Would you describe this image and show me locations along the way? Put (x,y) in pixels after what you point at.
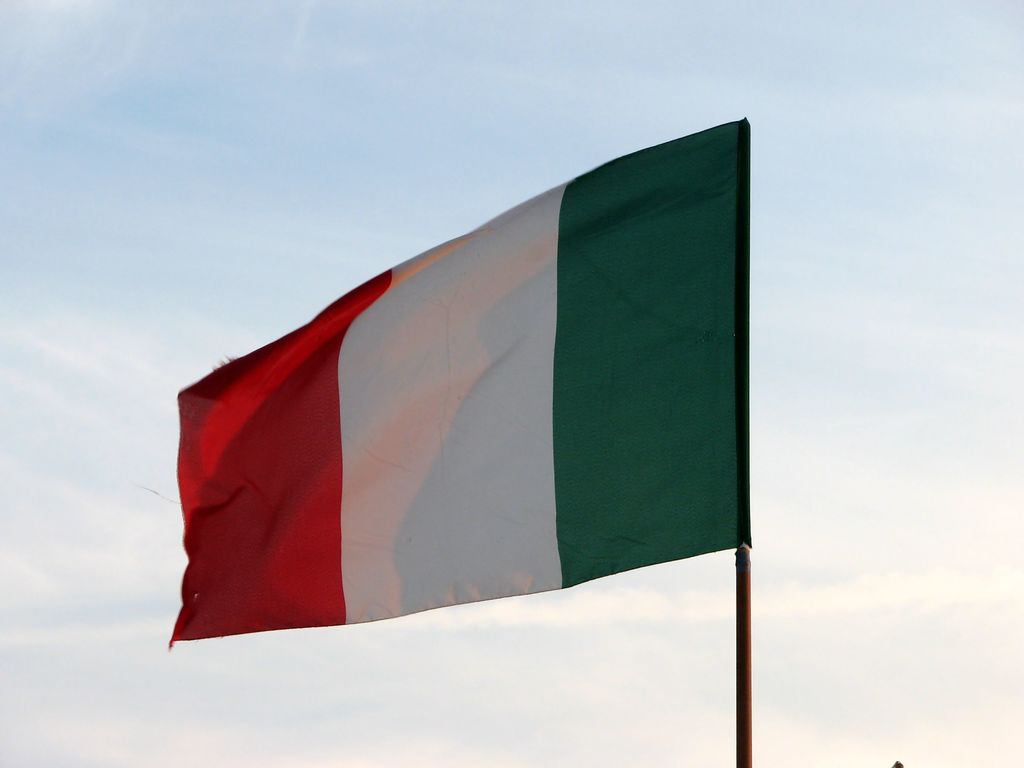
In this picture I can see the flag (518,441). I can see clouds (290,201) in the sky (59,526).
